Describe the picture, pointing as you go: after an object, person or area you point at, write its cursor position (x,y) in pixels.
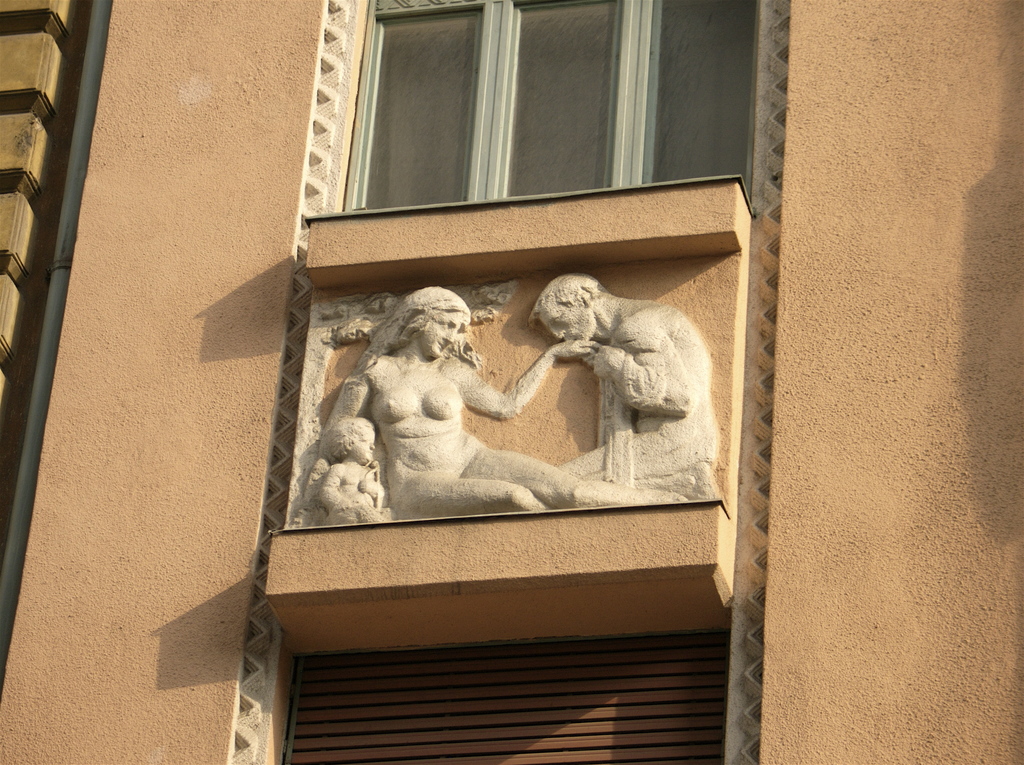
In this image we can see sculptures (473,405), wall (126,33), pipe (86,150) on the wall (125,379) on the left side (84,178), windows (537,174) and objects (352,763).
